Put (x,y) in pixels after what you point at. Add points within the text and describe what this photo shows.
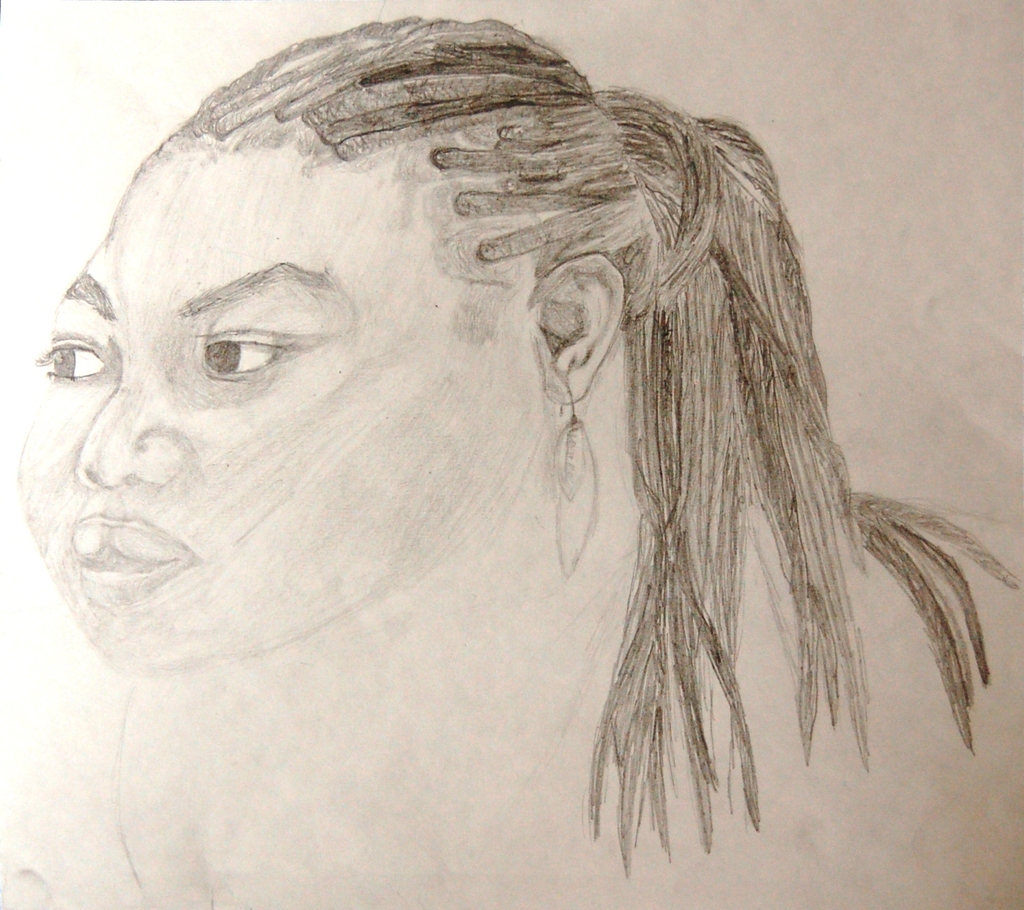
This picture is the sketch of a girl (522,416) wearing earrings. In the background (851,303), it is white in color.
